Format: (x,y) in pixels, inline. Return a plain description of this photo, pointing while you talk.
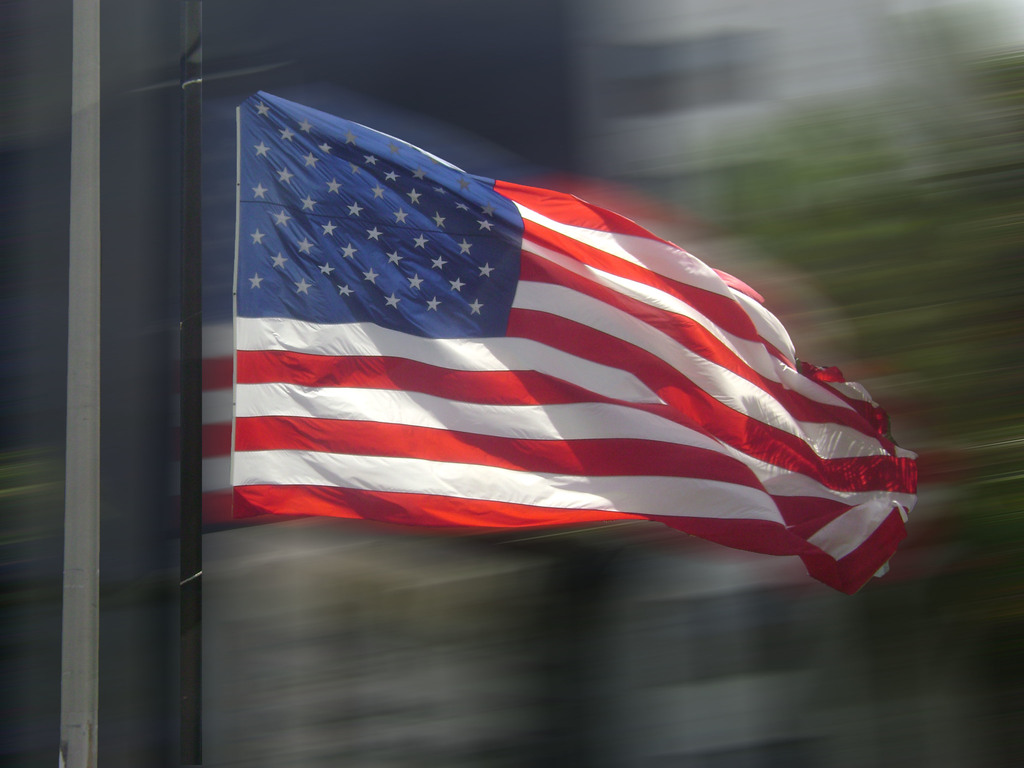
In this picture, we see a flag pole (197,314) and a flag (322,336) in white, red and blue color. On the left side (110,241), we see a grey color building (58,441). There are trees (915,245) and the buildings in the background (765,236). This picture is blurred in the background (631,595).
